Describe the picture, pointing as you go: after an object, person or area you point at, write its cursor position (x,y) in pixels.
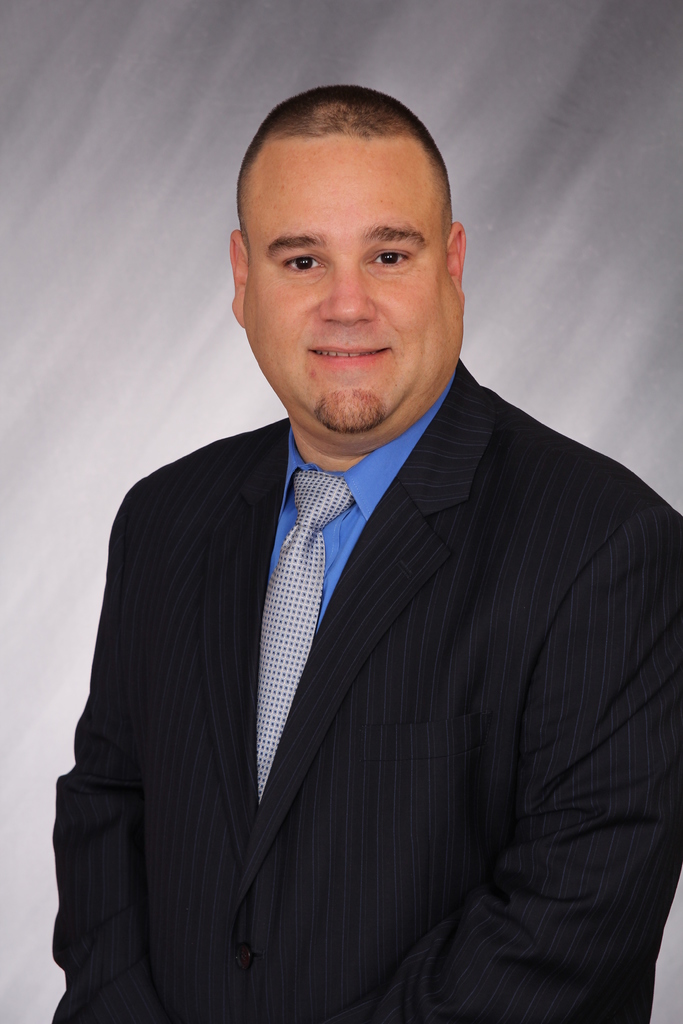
In this image the background (648,277) is gray in color. In the middle of the image (322,584) there is a man (346,874) with a smiling face (367,337).
